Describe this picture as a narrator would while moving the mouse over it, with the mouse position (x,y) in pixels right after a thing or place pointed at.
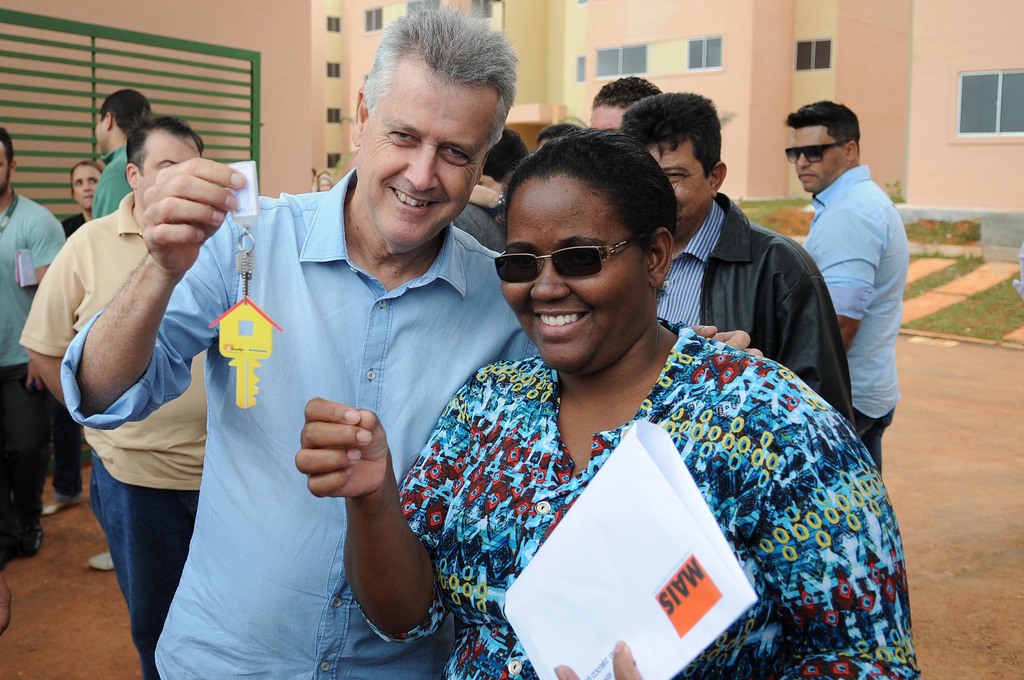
This picture is taken from the outside of the building (965,208). In this image, in the middle (535,438), we can see two people (773,516) man (281,378) and woman (510,413), both men (393,412) and women (503,422) are holding some objects (624,452). In the background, we can see a group of people (815,358). On the left side (92,64), we can see a grill gate (159,102). On the right side (1005,237), we can see a building (968,95), glass window (968,108). In the background (723,92), we can see a building (956,108). At the bottom (966,520), we can see a grass (997,309) and a road (967,511).
